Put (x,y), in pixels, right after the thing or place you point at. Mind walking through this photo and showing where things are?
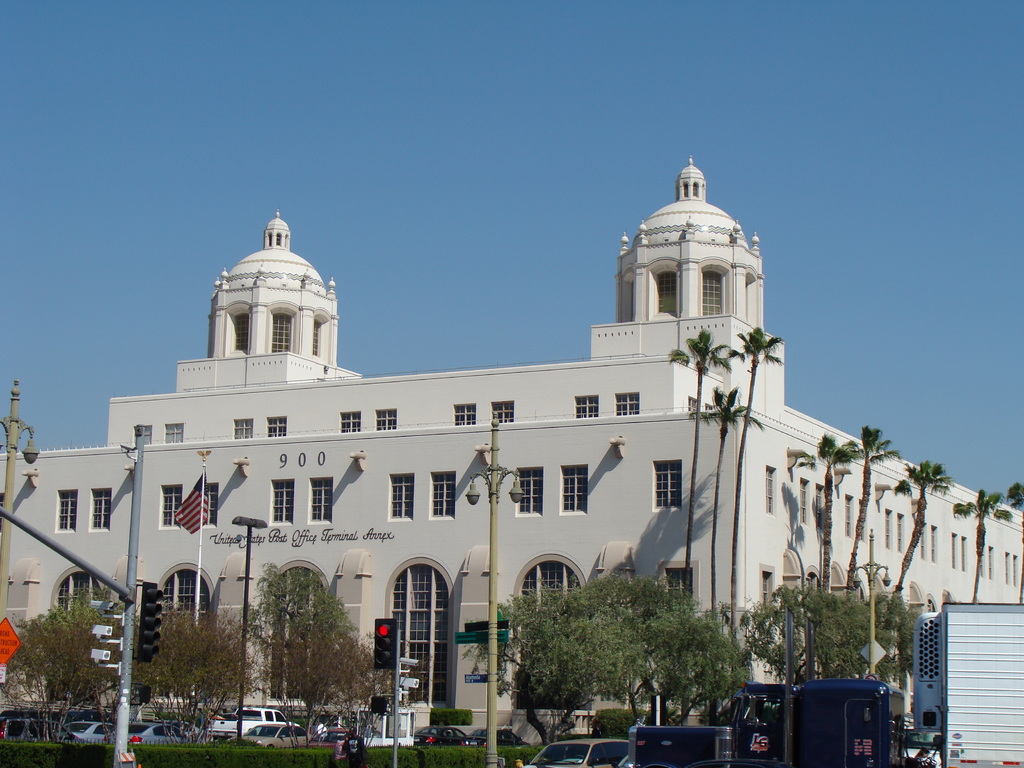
This picture is clicked in the city. At the bottom of the picture (574,742), we see many vehicles (840,745) moving on the road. We even see traffic signals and street lights (492,722). There are trees (348,638) in the background (657,673). Behind that, we see a building (438,492) in white color. In front of the building (225,478), we see a flag (190,514) which is in red, white and blue color. At the top of the picture (535,180), we see the sky (372,140), which is blue in color.
